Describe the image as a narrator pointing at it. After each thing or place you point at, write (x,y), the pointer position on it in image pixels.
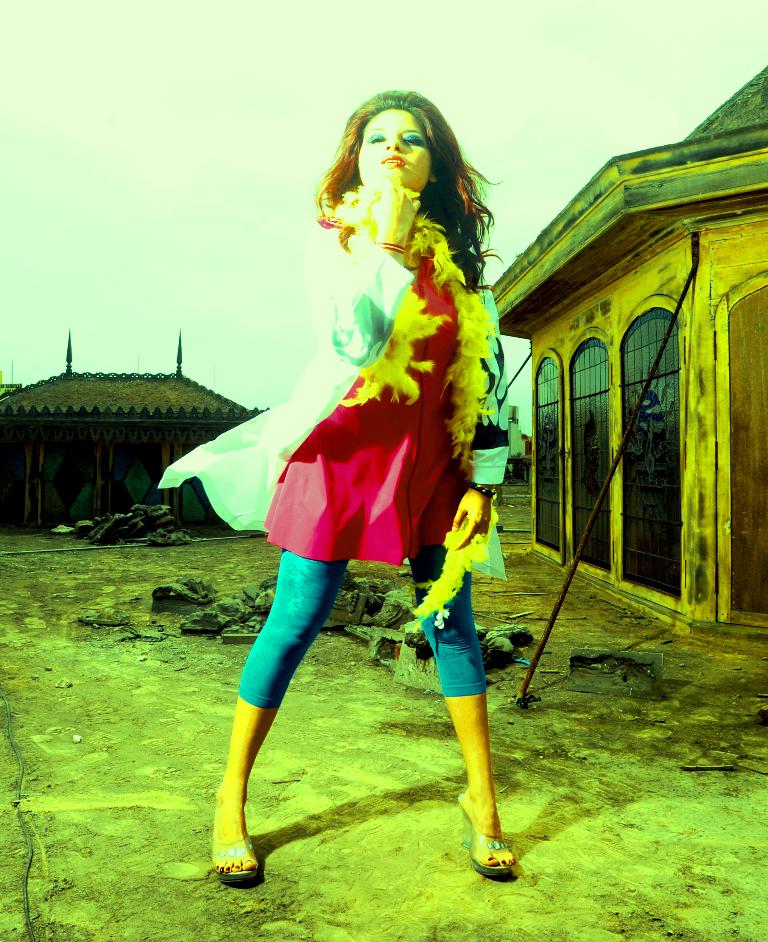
In this picture we can see a woman (420,331), she is standing, behind to her we can see few houses (641,533).
